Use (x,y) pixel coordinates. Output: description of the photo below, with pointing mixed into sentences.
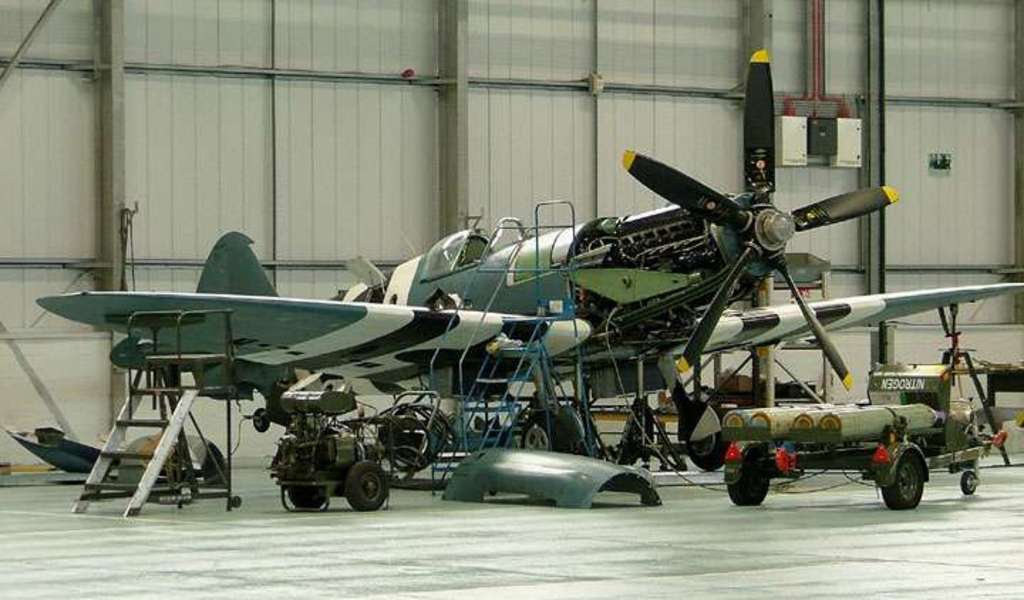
Here we can see an aircraft (688,384). This is a floor (539,535), wall (279,102) and these are the tires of the aircraft (345,352).
